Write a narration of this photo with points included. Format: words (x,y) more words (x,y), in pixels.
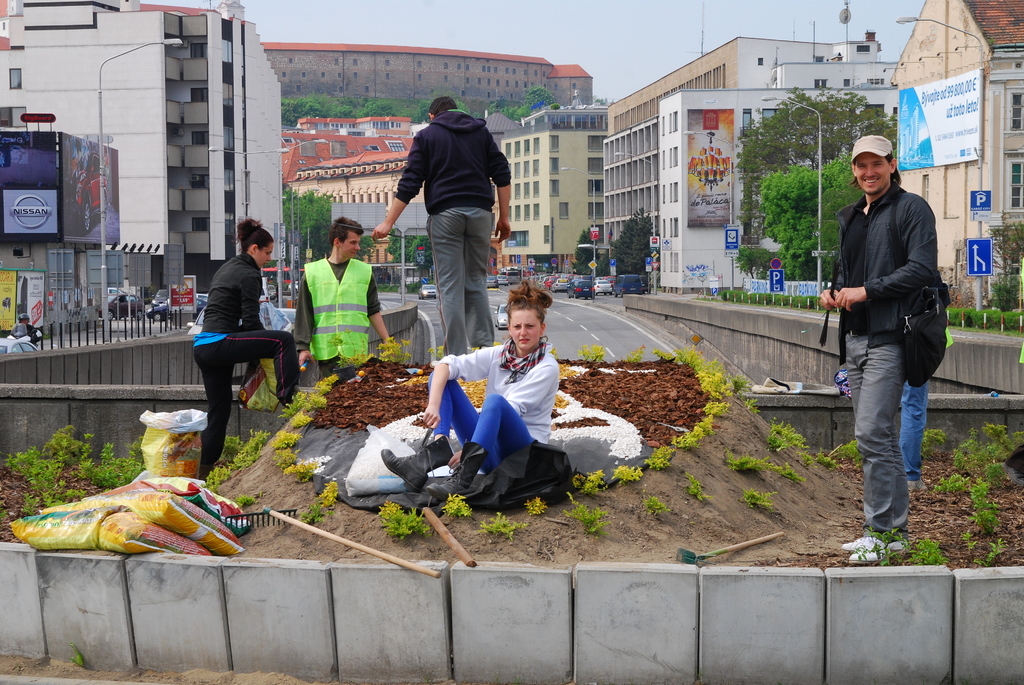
In this image we can see a few people (428,458), there are some buildings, trees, plants (436,353), poles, lights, posters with some text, windows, vehicles (425,286), sign boards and the wall (407,328), in the background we can see the sky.
